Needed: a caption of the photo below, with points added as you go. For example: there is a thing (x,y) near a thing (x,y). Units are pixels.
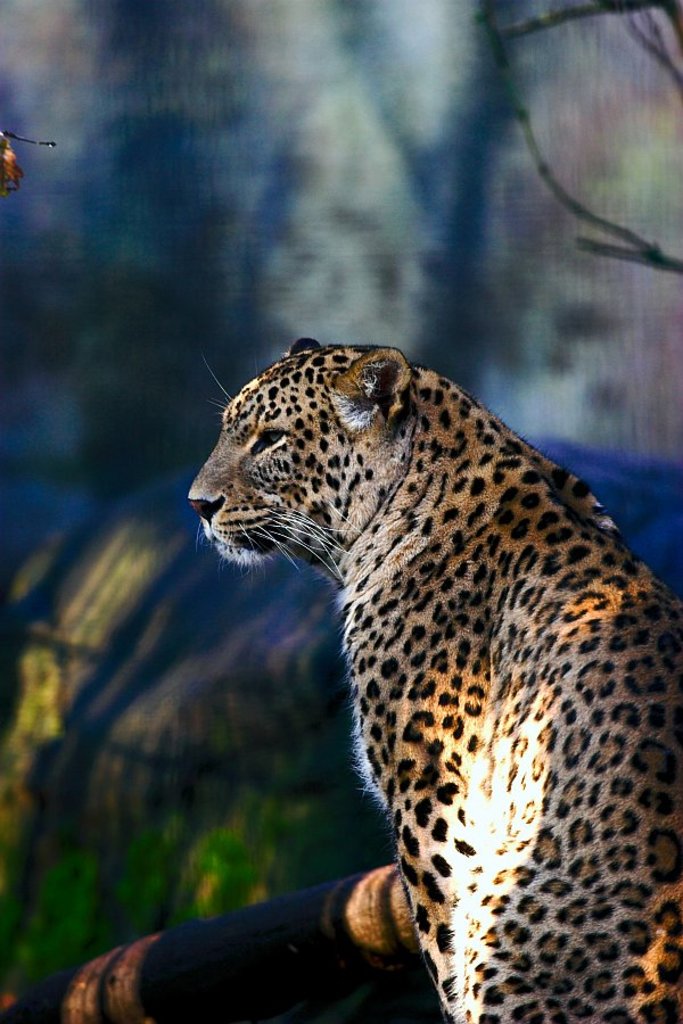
On the right side of the image (545,860) I can see a leopard (471,769) sitting and looking at the left side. At the back of it I can see a trunk (250,922). The background (445,175) is blurred.
